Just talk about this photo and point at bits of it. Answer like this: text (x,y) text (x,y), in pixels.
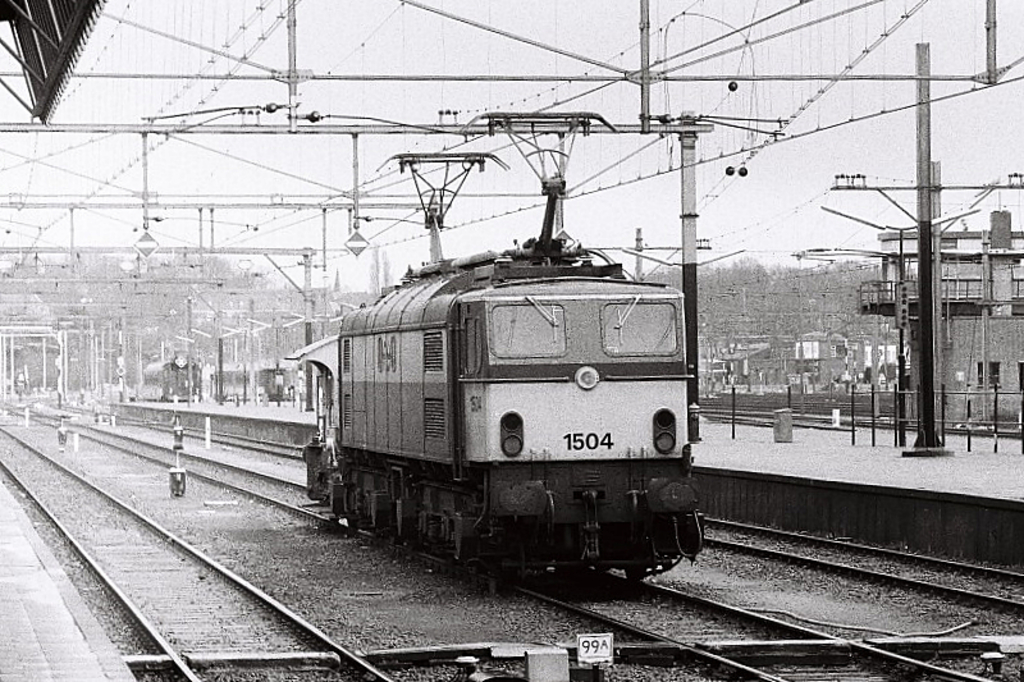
In the picture we can see a railway tracks (554,594) on it we can see a engine (663,373) with electric wires (754,23) connected to it and besides we can see a platform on it we can see some poles (927,217) and in the background (807,247) we can see trees (825,294) and sky (180,122).
